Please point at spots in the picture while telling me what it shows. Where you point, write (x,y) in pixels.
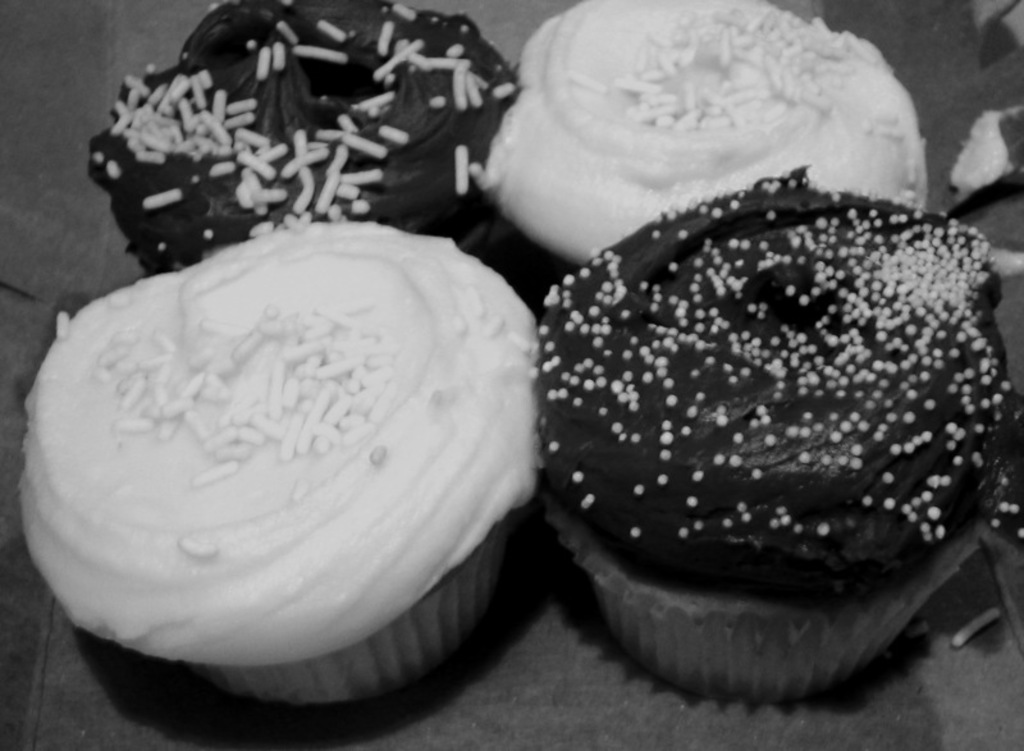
In this picture I can see 4 cupcakes (501,548) in front (236,353) and I see that this is a black and white image.
